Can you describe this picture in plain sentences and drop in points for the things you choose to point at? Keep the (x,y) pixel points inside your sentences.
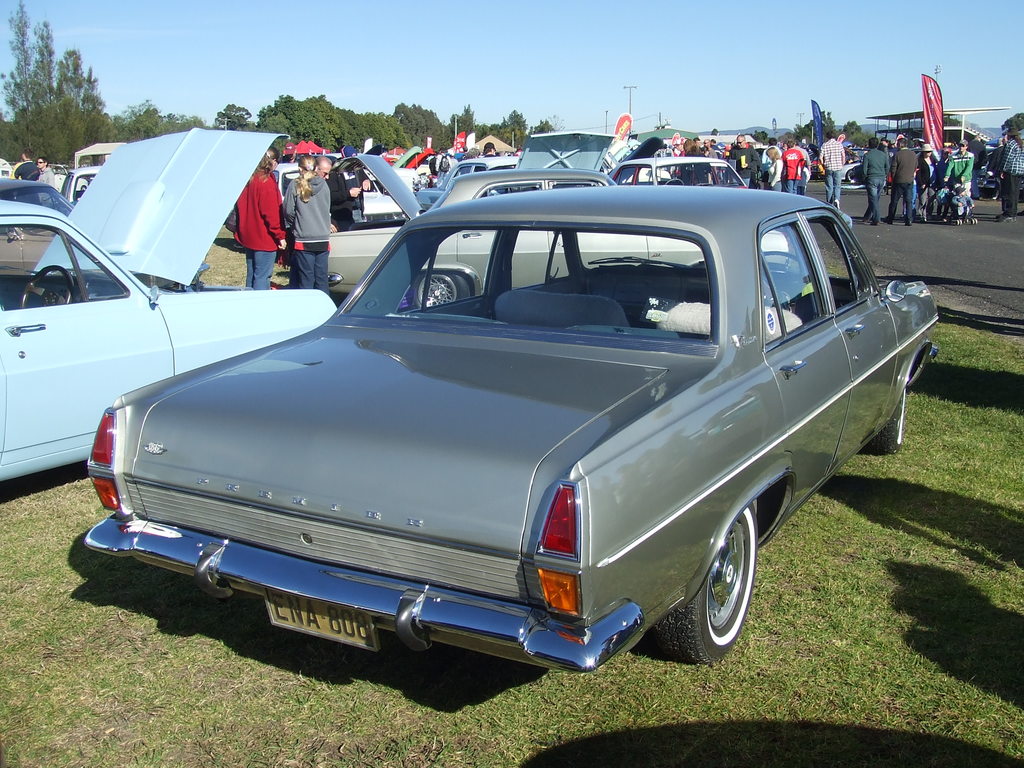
In the center of the image (528,467) there are cars (400,254) and we can see people (909,205). There is a road (917,236). At the bottom (487,719) we can see grass (223,670). In the background (421,127) there are trees (421,127), poles (630,100), shed (902,125) and sky (657,69).
